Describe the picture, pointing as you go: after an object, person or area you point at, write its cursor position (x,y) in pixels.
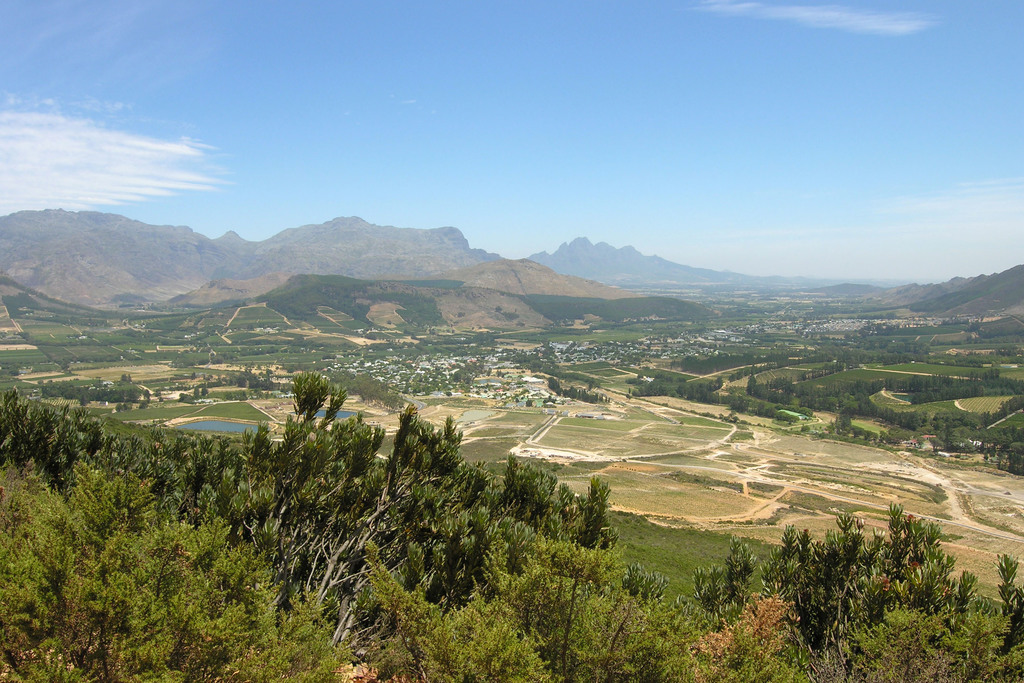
In this image, I can see the trees (430,382). These are the hills (306,317). I think here is the water (342,412). I can see the clouds (70,149) in the sky (748,160). I think these are the houses (493,366).
